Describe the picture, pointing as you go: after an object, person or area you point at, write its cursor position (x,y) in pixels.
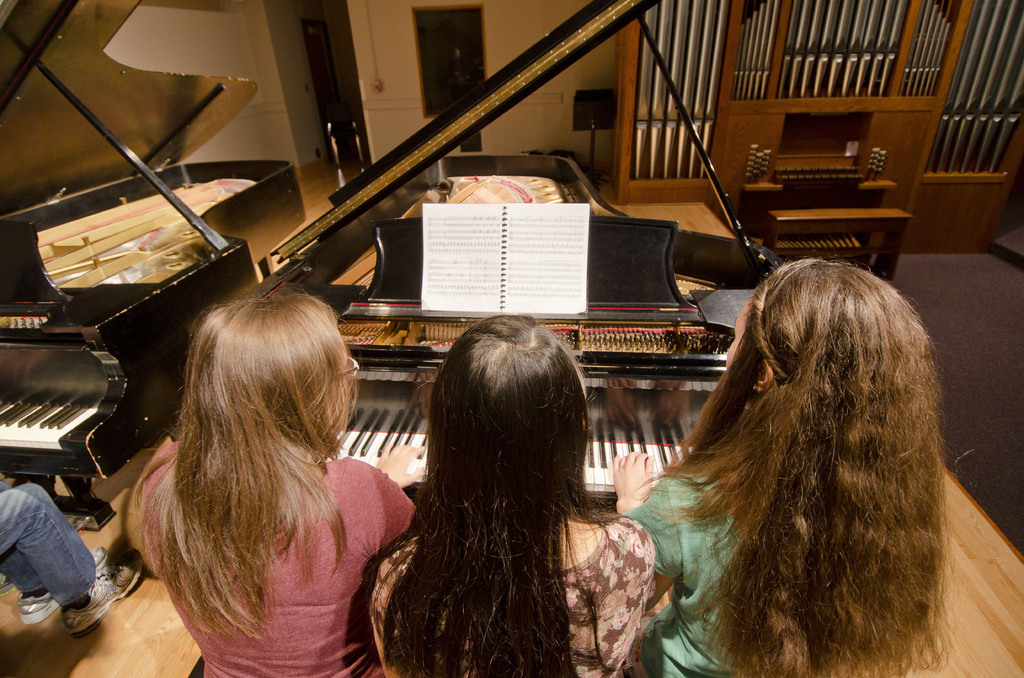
In this image I see 3 women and a person (134,570) who are sitting in front of the pianos (326,291) and there is a book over here.
